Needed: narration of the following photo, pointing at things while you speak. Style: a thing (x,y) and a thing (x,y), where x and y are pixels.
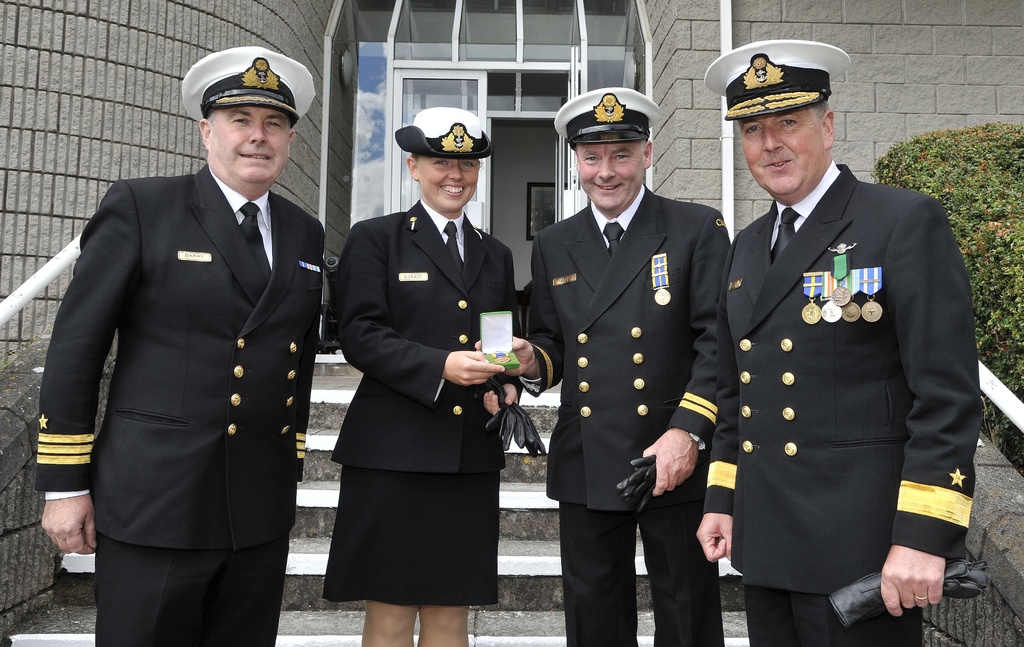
In the picture I can see three men (610,456) and one women (436,338) are standing and holding objects (650,464) in hands (525,353). These people (610,402) are wearing hats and uniforms (398,411). In the background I can see a building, plants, doors (482,182) and some other objects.
